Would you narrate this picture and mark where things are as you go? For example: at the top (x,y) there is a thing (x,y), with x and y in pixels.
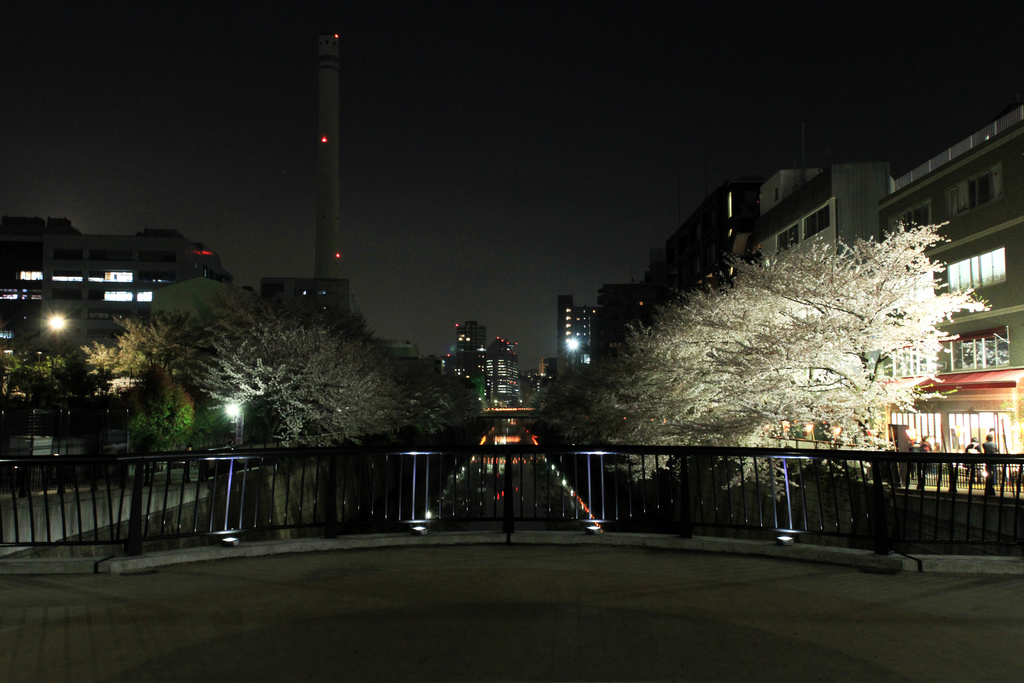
In this image I can see buildings (926,211), fence (326,468), lake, lights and trees (316,343) visible in the middle (649,299), at the top (586,143) I can see the sky (745,56), in front of the building (954,438) I can see persons (974,448) and this picture is taken in night view.
